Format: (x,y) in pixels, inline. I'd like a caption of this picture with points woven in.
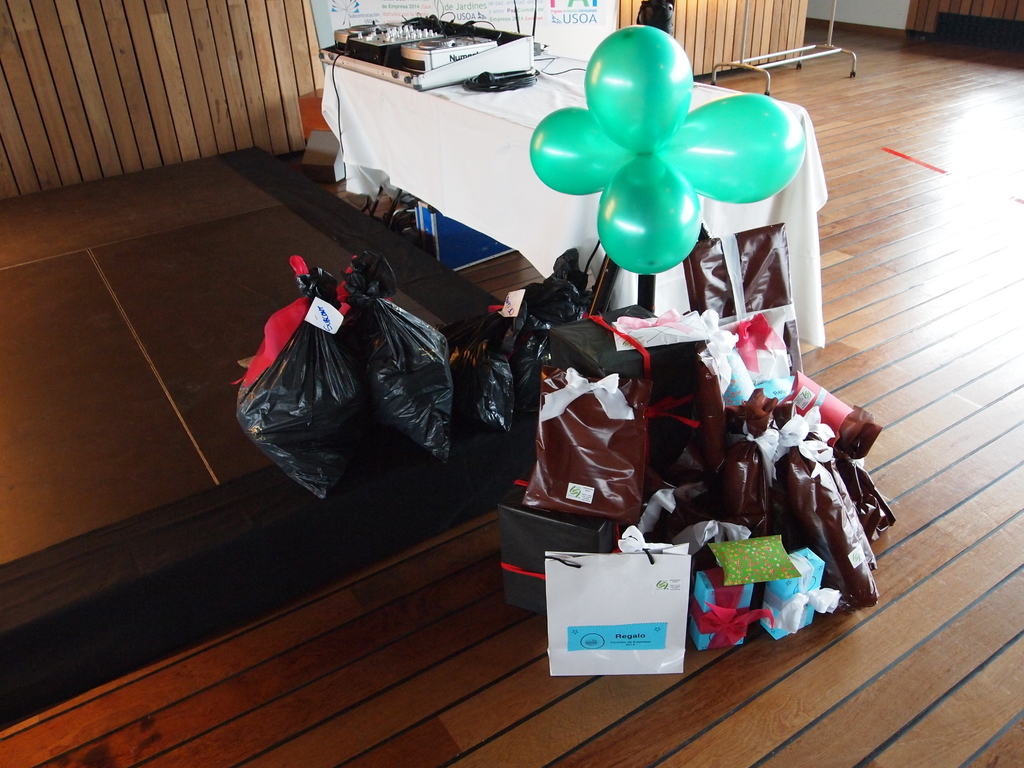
This image consists of a table (365,78). On that there is a musical instrument (392,57). There are balloons (603,142) in the middle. There are garbage bags (416,389) and gifts (645,433) in the middle (618,432).
